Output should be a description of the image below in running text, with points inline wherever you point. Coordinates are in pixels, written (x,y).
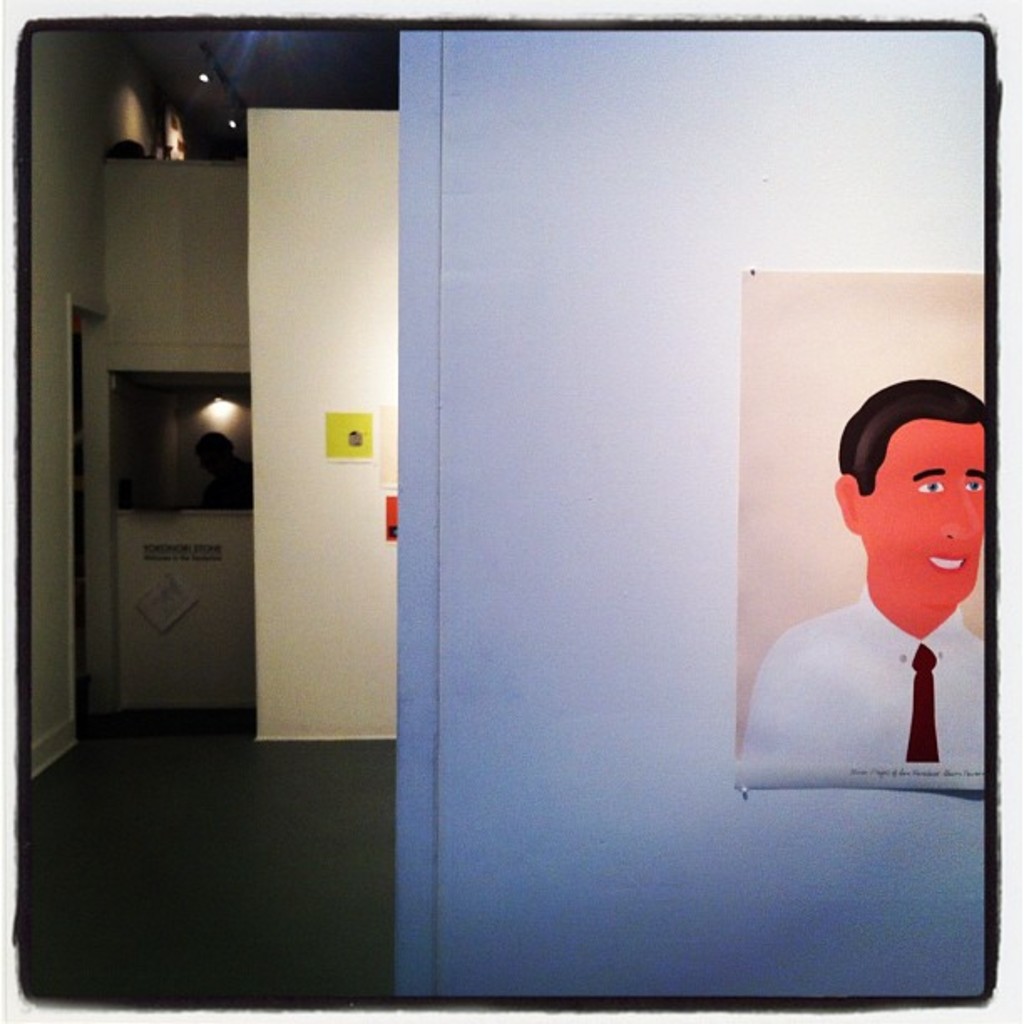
In this picture we can see few paintings (762,486), in the background (237,467) we can find few lights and a person (208,444).
